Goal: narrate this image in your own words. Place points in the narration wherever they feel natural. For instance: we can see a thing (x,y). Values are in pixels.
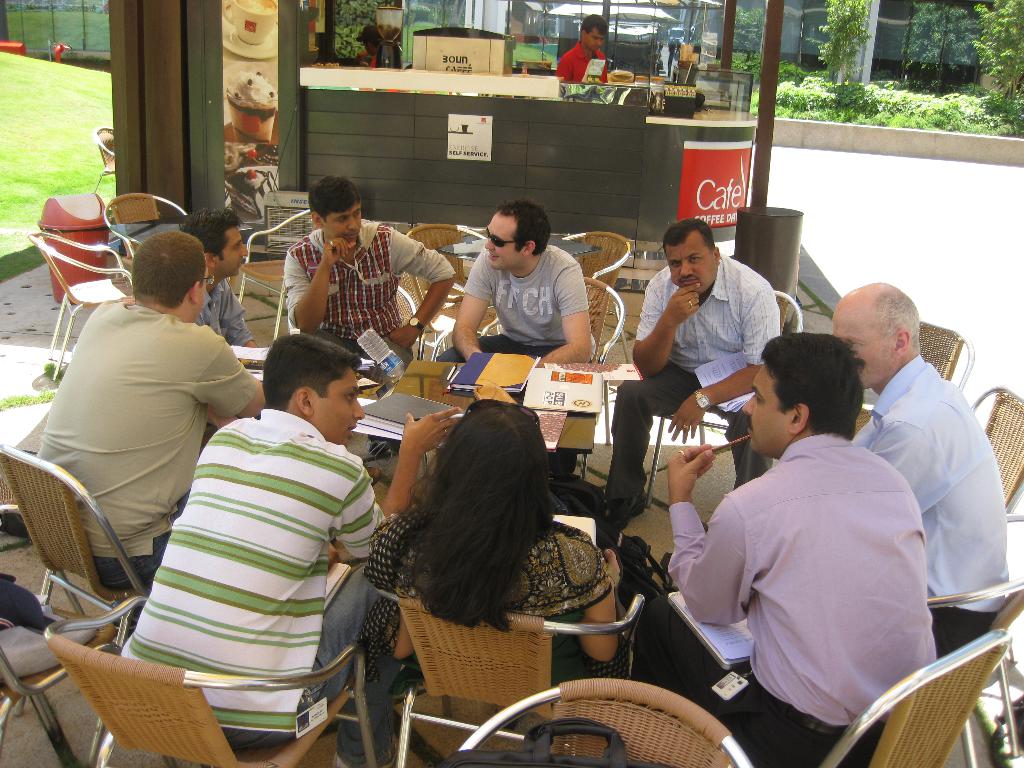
Group of people (116,469) are sitting on the chairs (468,645) around the table (376,401). On the right (810,83) there are plants (835,74).
